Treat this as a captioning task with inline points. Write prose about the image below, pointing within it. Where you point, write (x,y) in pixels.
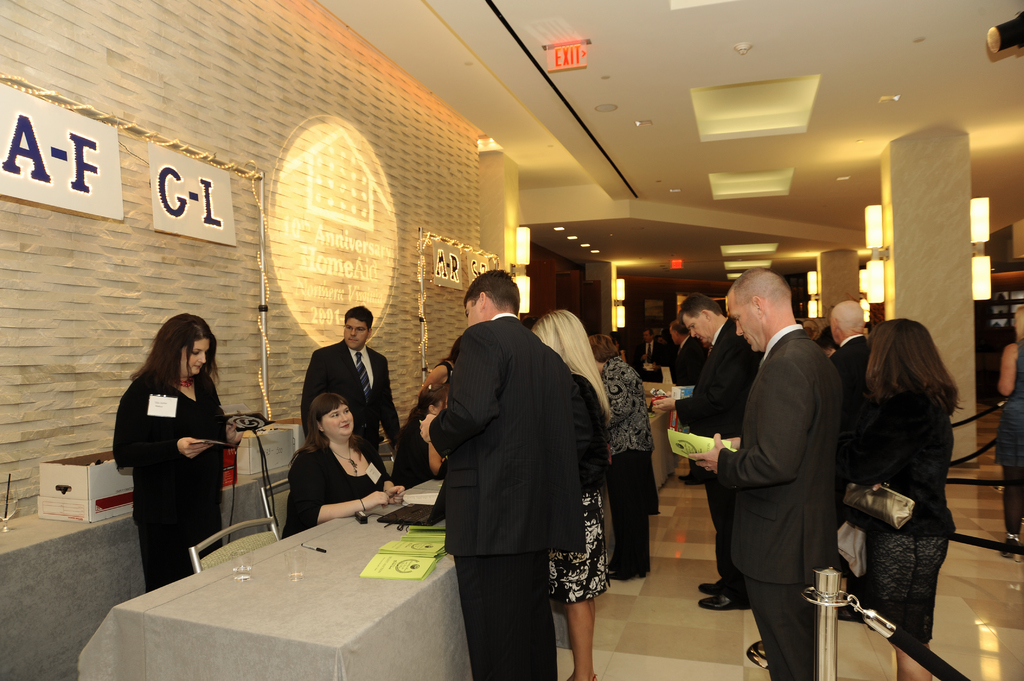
As we can see in the image there is a wall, lights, tables (262,642), chairs (268,501), boxes (60,475) and few people (468,470) standing here and there. On table (334,582) there is a laptop (399,518) and books (409,563).
